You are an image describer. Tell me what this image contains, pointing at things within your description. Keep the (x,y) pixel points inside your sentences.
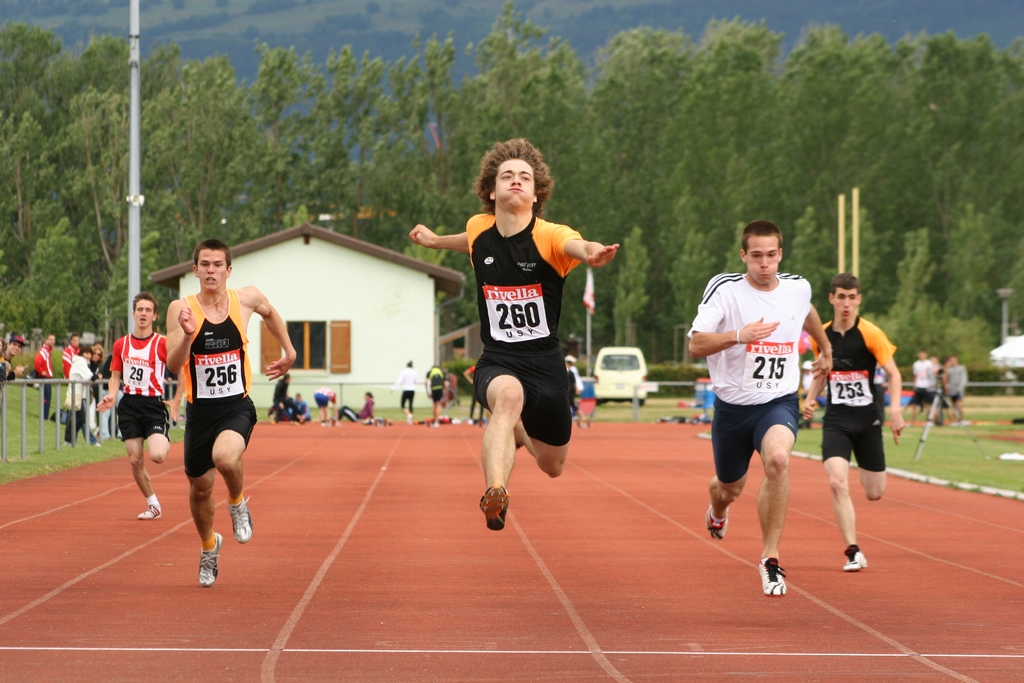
In this picture I can see few people (514,307) running and few people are standing and few (348,415) are seated on the ground (282,427) and I can see trees (640,125) and few poles (843,215) and a flagpole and I can see trees (825,150) and a house (303,313) on the back (621,101) and I can see a car (616,387) parked.
